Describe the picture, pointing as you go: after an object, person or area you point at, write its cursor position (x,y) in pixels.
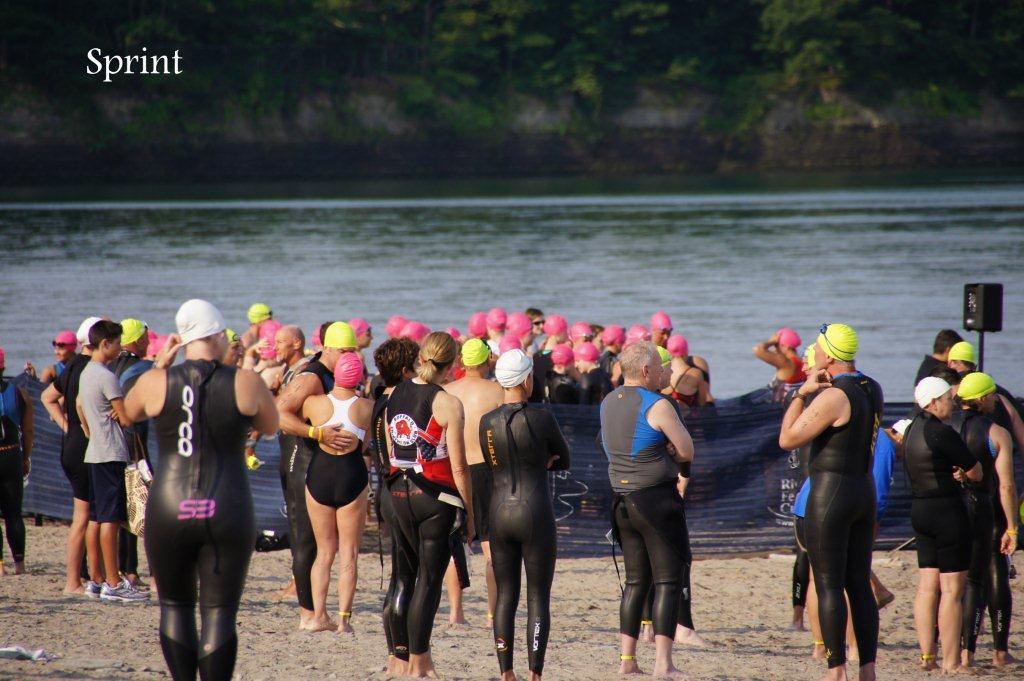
In this picture there are people (651,543) in the center of the image (680,415), they are wearing swimming costume (672,501) and there is water (548,253) in the center of the image (441,281), there are trees (174,41) at the top side of the image (170,25).
